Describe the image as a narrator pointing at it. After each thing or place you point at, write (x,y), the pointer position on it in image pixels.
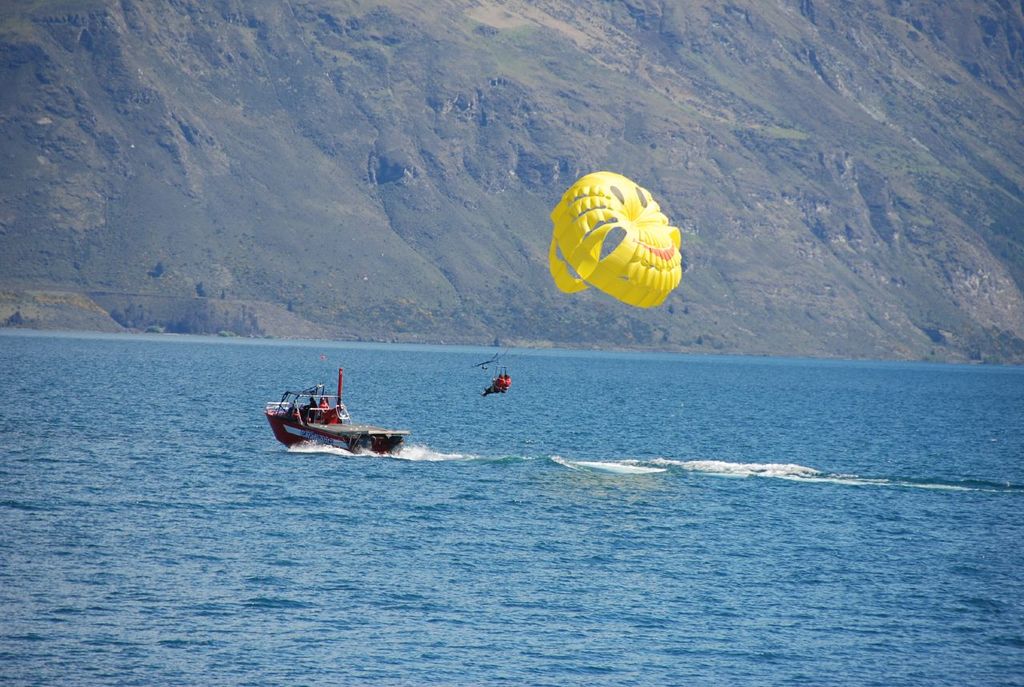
In this image I can see water (354,467) and on it I can see a boat (307,447). I can also see one person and a yellow colour parachute (627,261) in the air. In the background (650,35) I can see the mountain (391,135).
